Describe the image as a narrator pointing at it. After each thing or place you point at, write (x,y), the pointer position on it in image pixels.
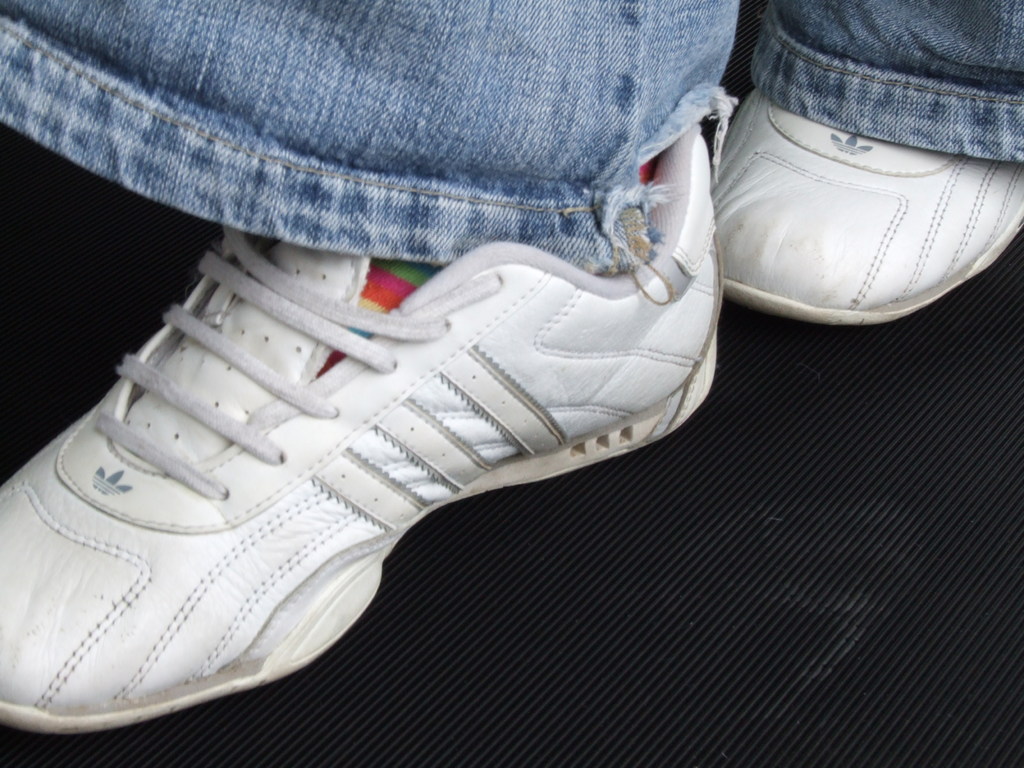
In this image we can see the legs (562,150) of a person (543,155) wearing shoes (874,144).
